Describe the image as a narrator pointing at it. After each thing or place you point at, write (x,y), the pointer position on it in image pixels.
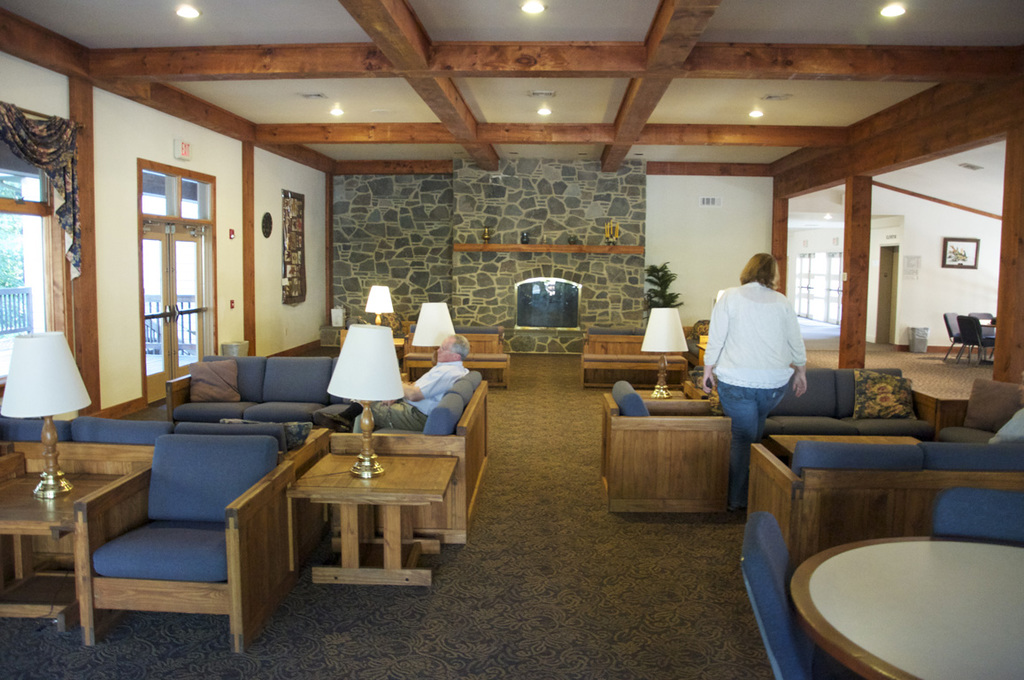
This picture is a woman (741,458) standing here there is a set of sofa (831,426) here with some pillows (864,401), and on the left side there is another man (435,368) sitting on the left (313,456) there also a sofa (242,370) and lamp (348,400) and in the backdrop (456,222) there is a wall (530,199). on the left (162,286) I can see a door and windows (35,223), curtains (72,195) and onto the ceiling (360,29) we can see some lights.
